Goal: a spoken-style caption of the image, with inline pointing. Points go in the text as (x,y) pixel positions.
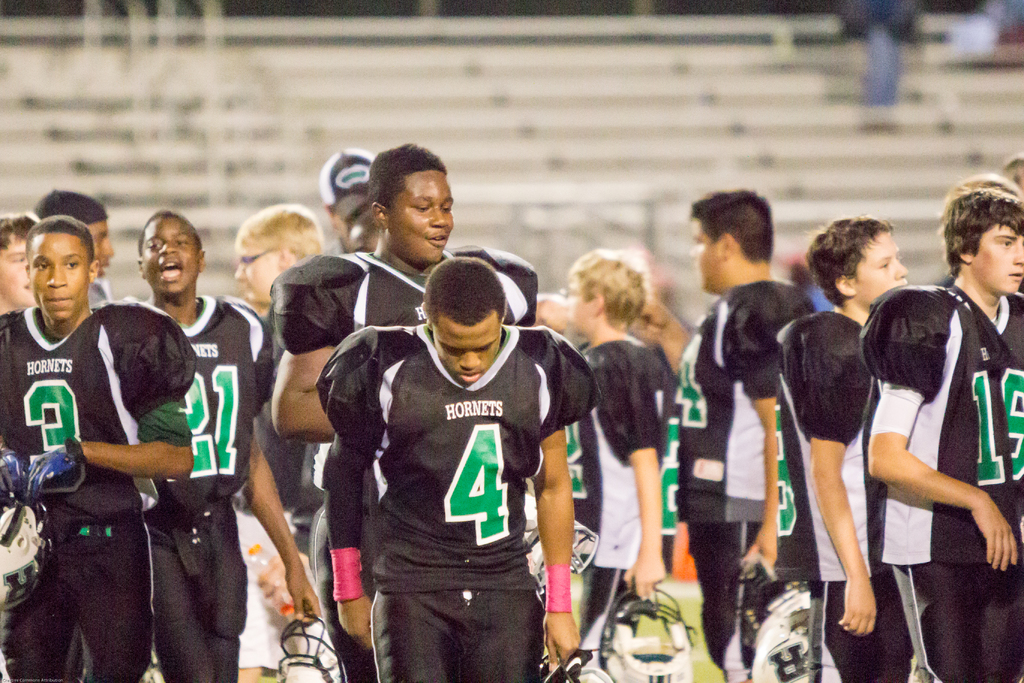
In this image I can see number of people (423,309) are standing. I can see everyone are wearing black colour dress (181,654) and on their dresses (545,408) I can see something is written. I can also see few of them are holding helmets (759,678).
